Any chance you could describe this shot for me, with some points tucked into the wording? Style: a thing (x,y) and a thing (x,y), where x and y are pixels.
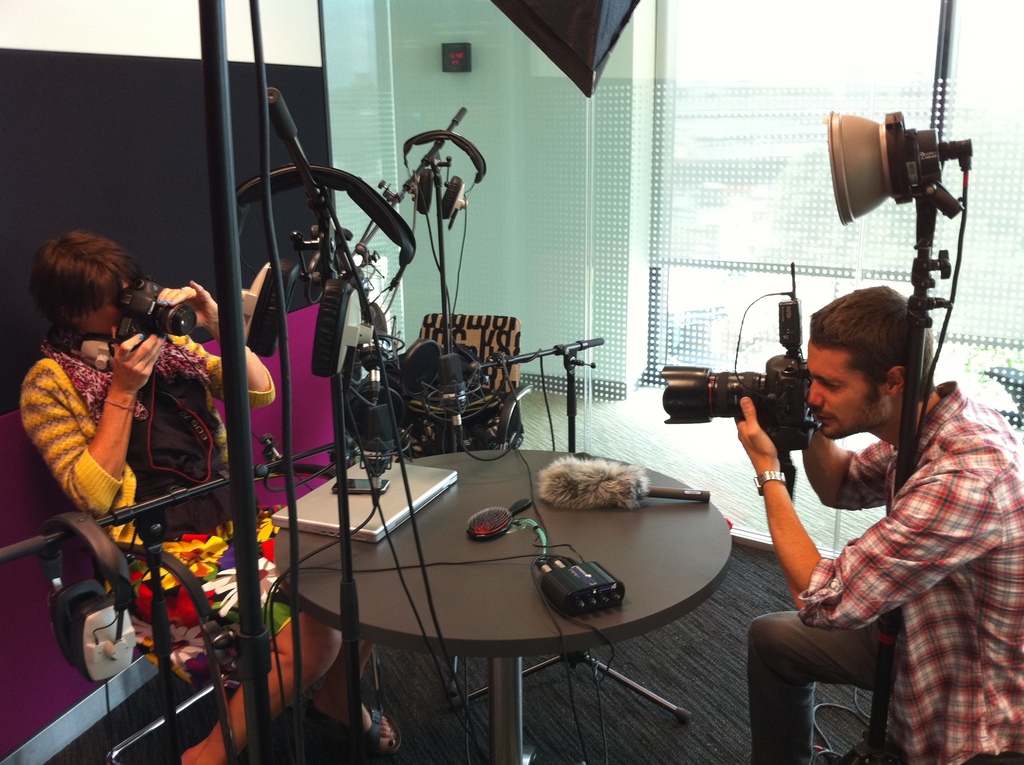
In this picture we can see a woman (274,698) and a man (797,732) taking a snap with the camera (189,327). This is the table (481,615) and there is a laptop (425,476), mobile (385,489) and electronic device (603,589). And on the background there is a wall (176,174), this is the floor (718,653).
